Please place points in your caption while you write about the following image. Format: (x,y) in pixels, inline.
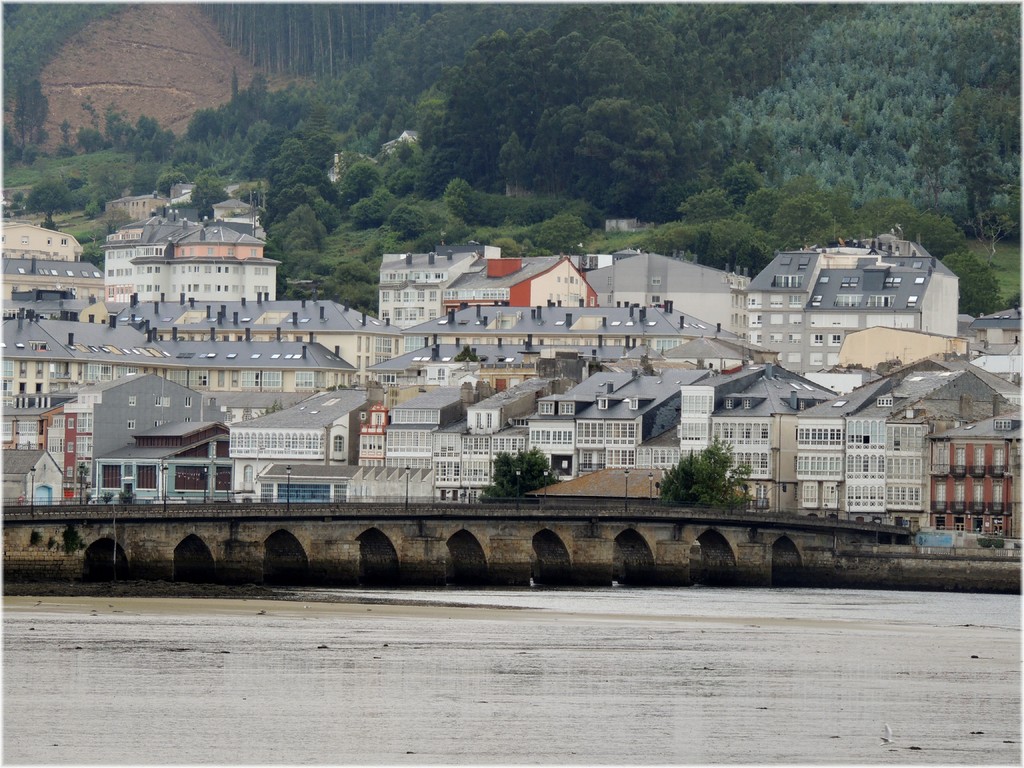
In this image we can see the roof houses (639,395) and also many trees (491,189). We can also see the bridge (533,532), light poles (289,496). At the bottom (131,733) we can see the water (603,652).
